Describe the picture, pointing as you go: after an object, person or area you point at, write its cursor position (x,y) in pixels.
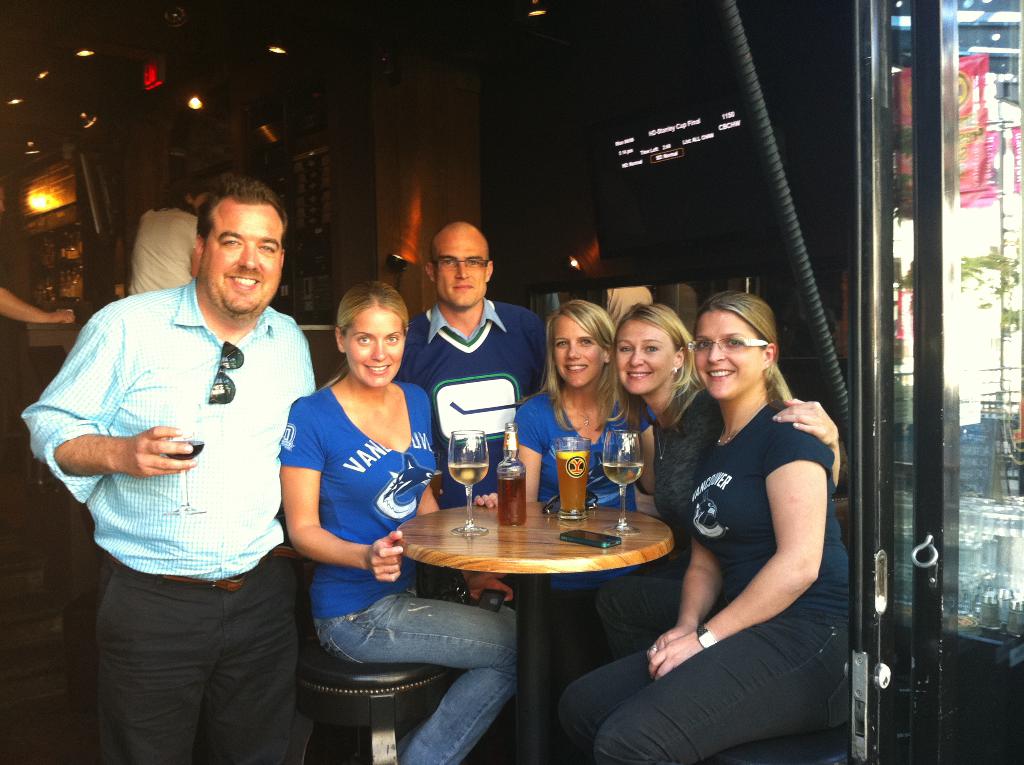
In the given image we can see that, there are many people (377,311) around the table (480,523). This is a wine glass (461,458) and a bottle (516,498).
